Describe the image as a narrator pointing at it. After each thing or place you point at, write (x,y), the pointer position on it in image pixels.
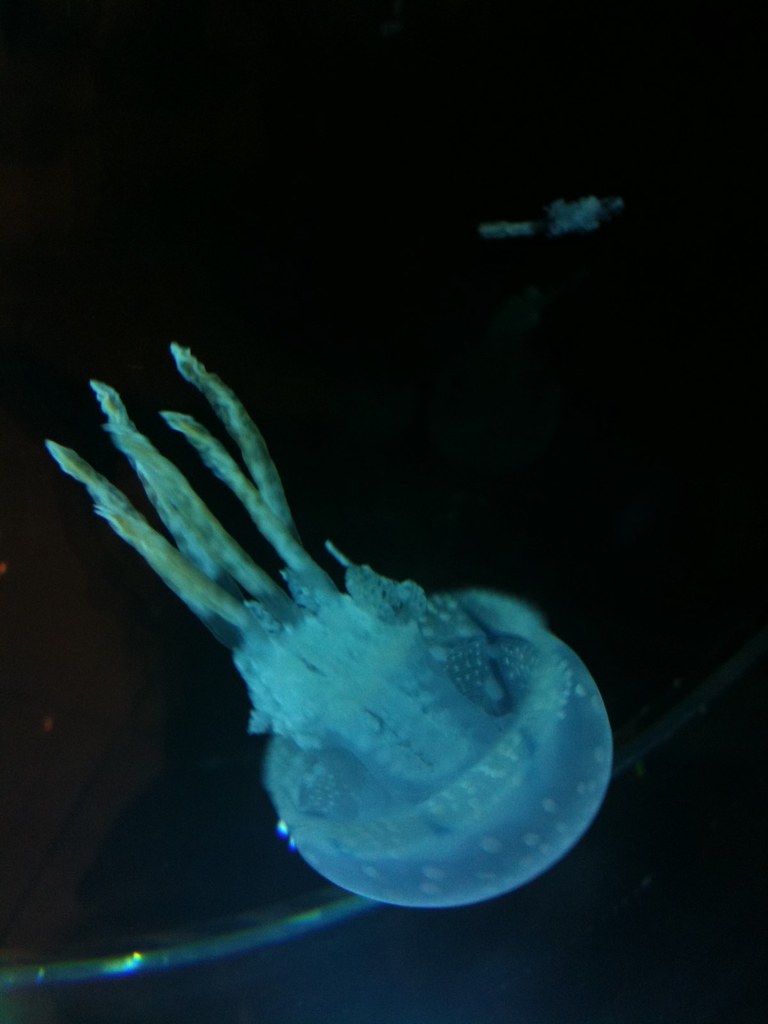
In this image I can see the jellyfish (283,684) and there is a black background (401,70).
